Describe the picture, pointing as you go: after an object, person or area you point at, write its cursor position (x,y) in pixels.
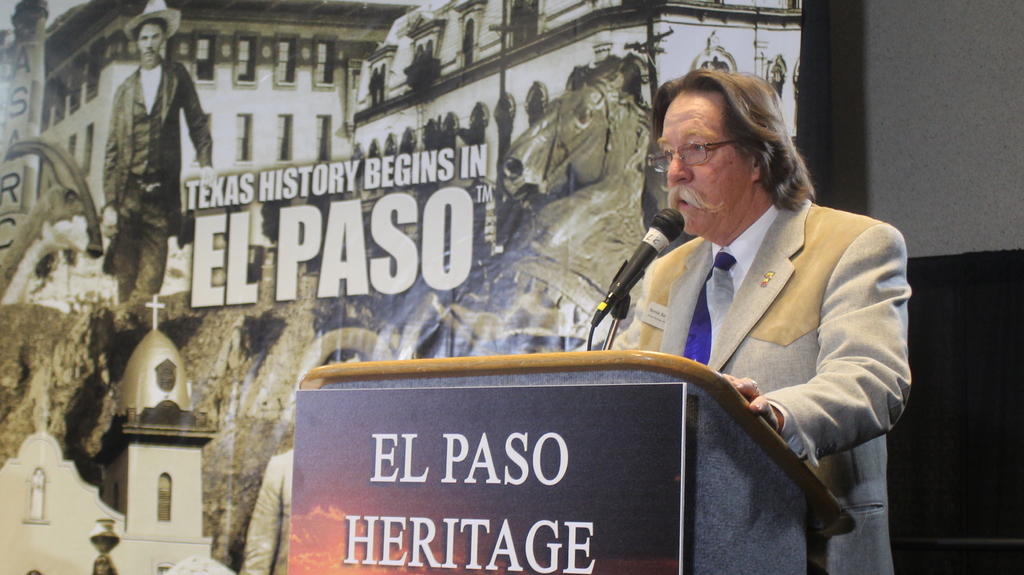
In the image there is a man (676,298), he is speaking something through the mic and there is a table (759,574) in front of the man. Behind the man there is a banner (506,162) and something is mentioned on that banner (270,255), there is a wall (922,153) on the right side (927,100).
